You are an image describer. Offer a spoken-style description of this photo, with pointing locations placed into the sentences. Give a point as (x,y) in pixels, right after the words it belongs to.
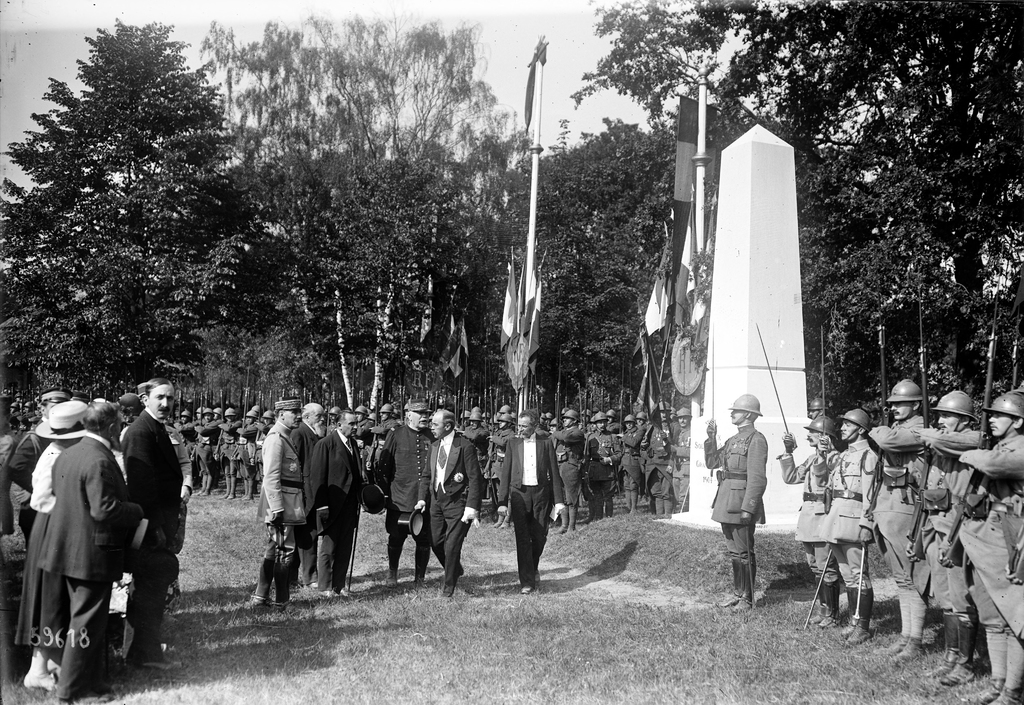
It is the black and white image, few people (545,493) are standing, these are the trees (563,246). On the right side (735,225) there is a concrete tower (788,269).
